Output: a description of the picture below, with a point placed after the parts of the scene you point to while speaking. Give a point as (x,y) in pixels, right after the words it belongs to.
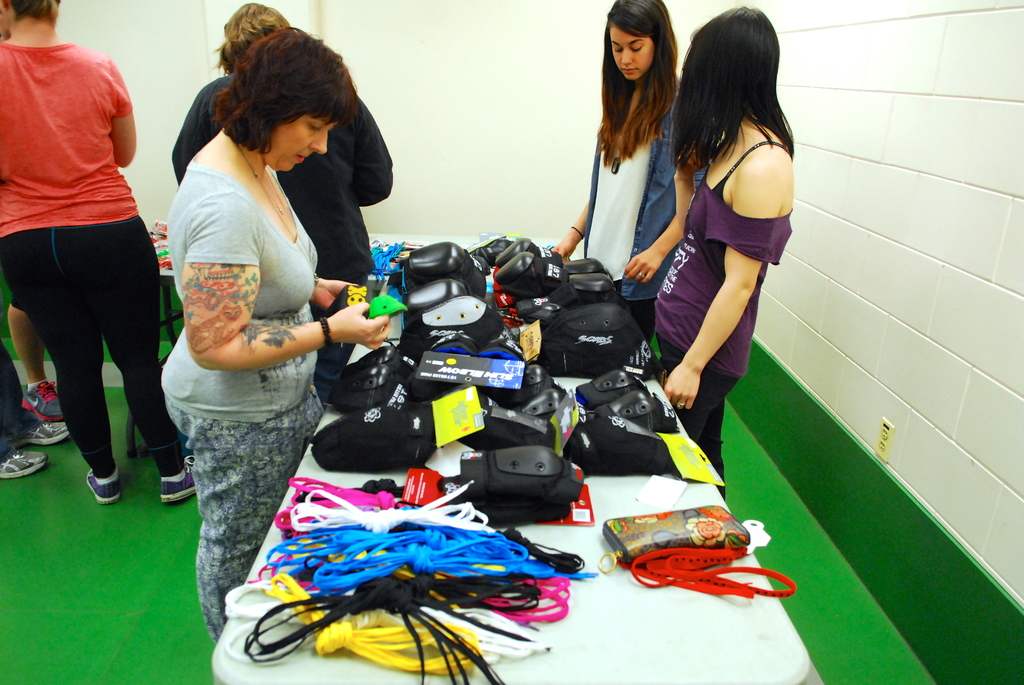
There are few objects (504,484) on white tables (598,664). People (4,94) are standing. There is green surface (831,541) and white walls (803,106) are present.
